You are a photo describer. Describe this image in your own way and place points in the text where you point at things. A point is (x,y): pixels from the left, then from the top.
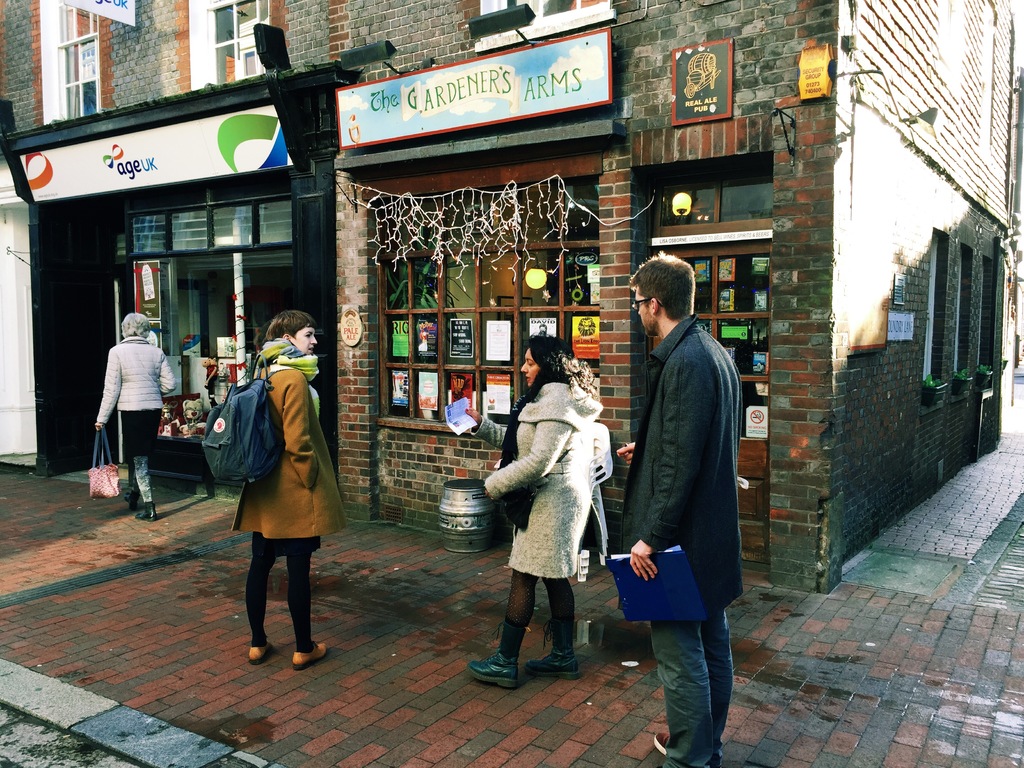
In this picture we can see there are three people (567,434) standing and person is walking. Behind the people (668,319) there is an object (472,496) on the path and a building (739,82) and on the building (146,82) there are boards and poster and in the building (617,375) there are some items (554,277).
